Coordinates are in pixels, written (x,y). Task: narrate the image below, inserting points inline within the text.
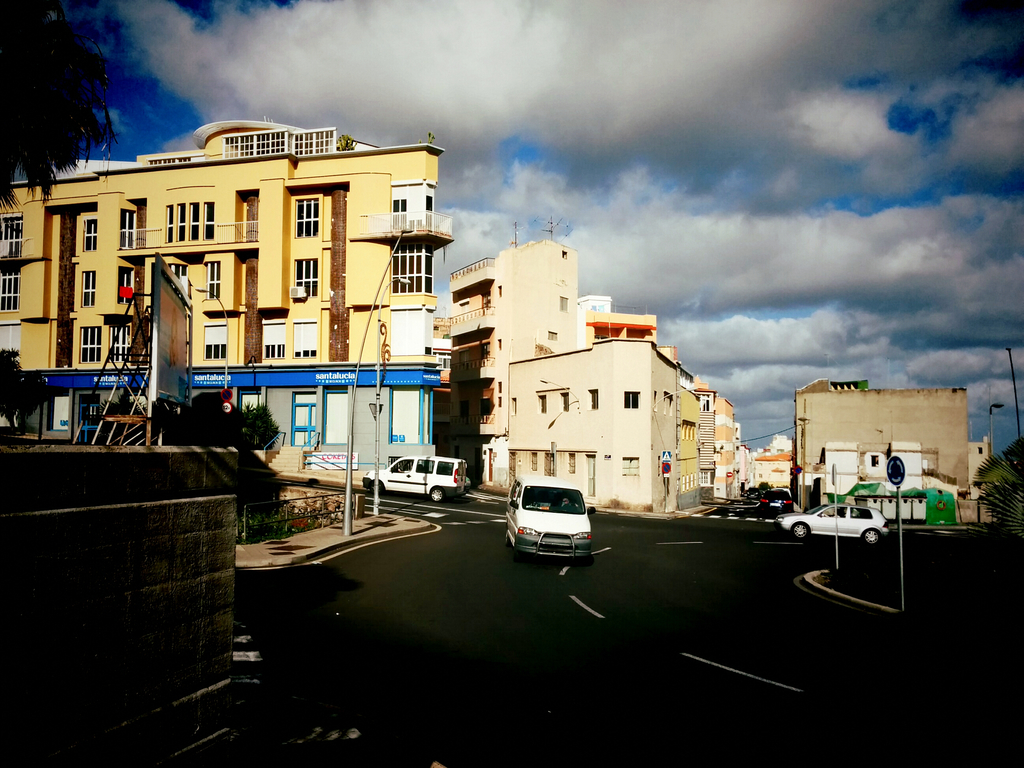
The picture is clicked on the street (537,603) of a city. In the foreground of the picture (345,534) there are vehicles (448,487), poles (347,476), plants (262,429), sign boards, street lights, on the road (436,572). In the center of the picture (361,263) there are buildings (523,418), cars (765,493), doors (301,410), windows (592,397) and tree (3,390). Sky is little bit cloudy and it is sunny.
